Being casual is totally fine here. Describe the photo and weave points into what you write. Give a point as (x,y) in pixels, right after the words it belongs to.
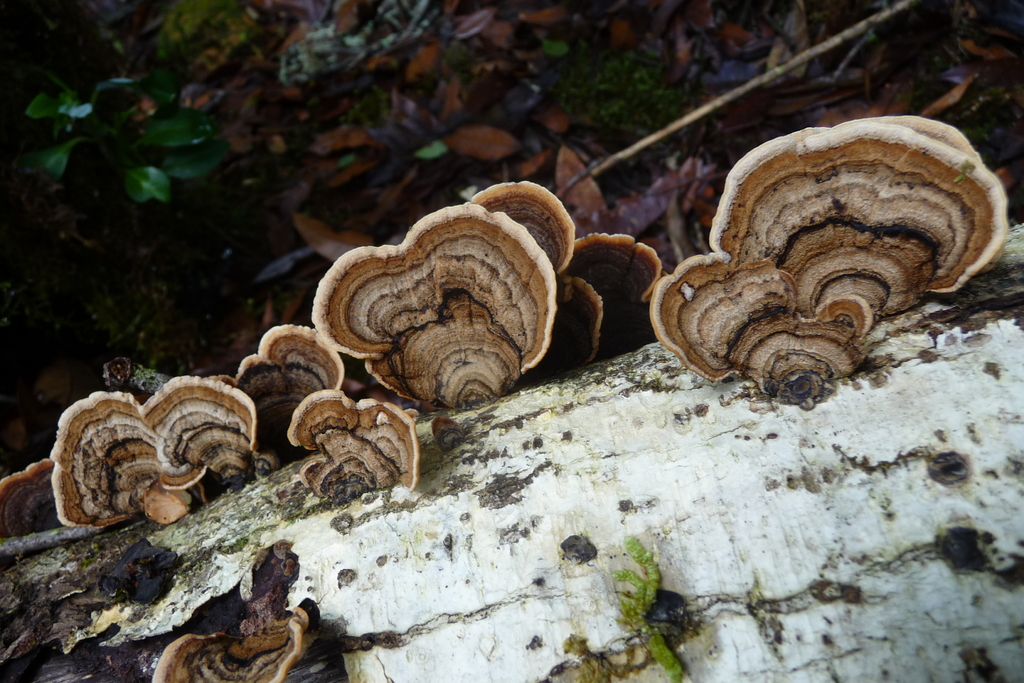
In the image we can see the wood (603,515), on it there are mushrooms (633,288) and we can even see the leaves (265,108).
